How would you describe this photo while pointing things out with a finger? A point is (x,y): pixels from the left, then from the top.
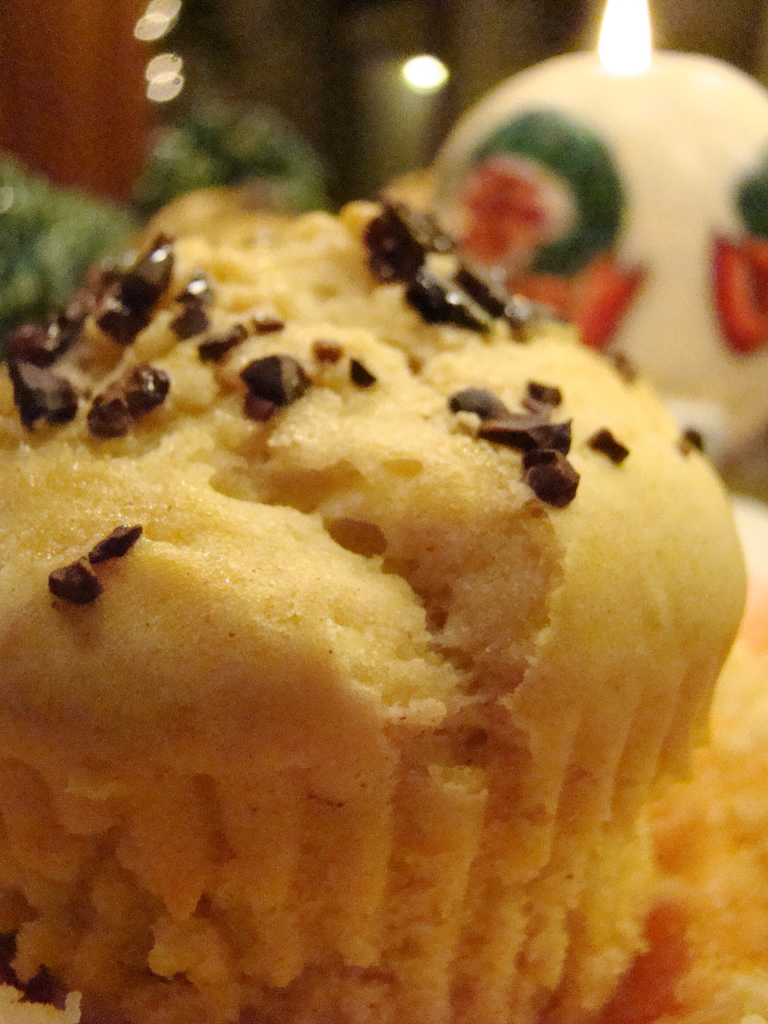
In this image, we can see some food (425,511) on the blur background.
